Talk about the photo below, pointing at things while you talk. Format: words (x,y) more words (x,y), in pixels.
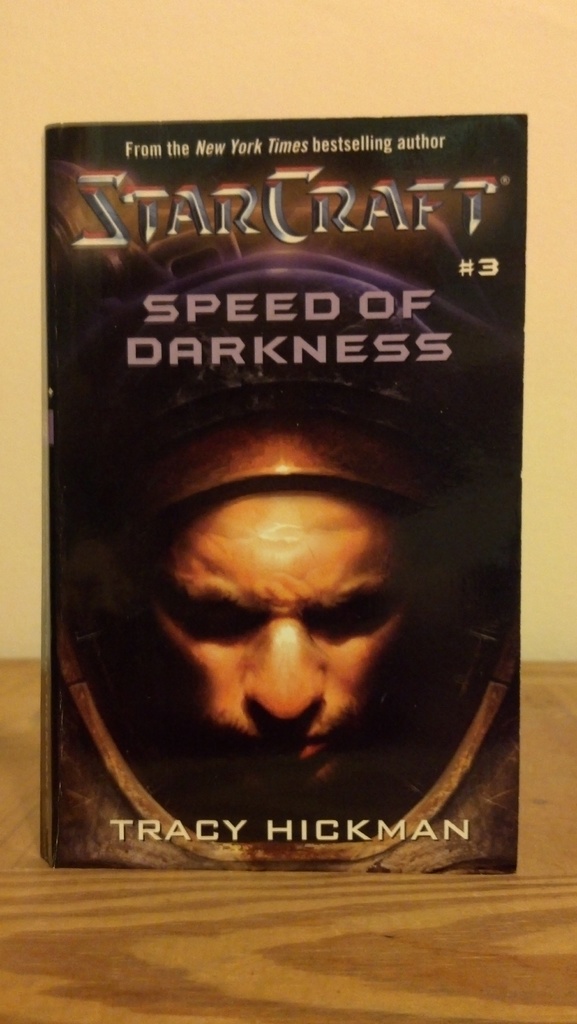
In the center of the image (321,369) there is a book (290,833) placed on the table (325,916). In the background (150,81) there is a wall (303,60).
